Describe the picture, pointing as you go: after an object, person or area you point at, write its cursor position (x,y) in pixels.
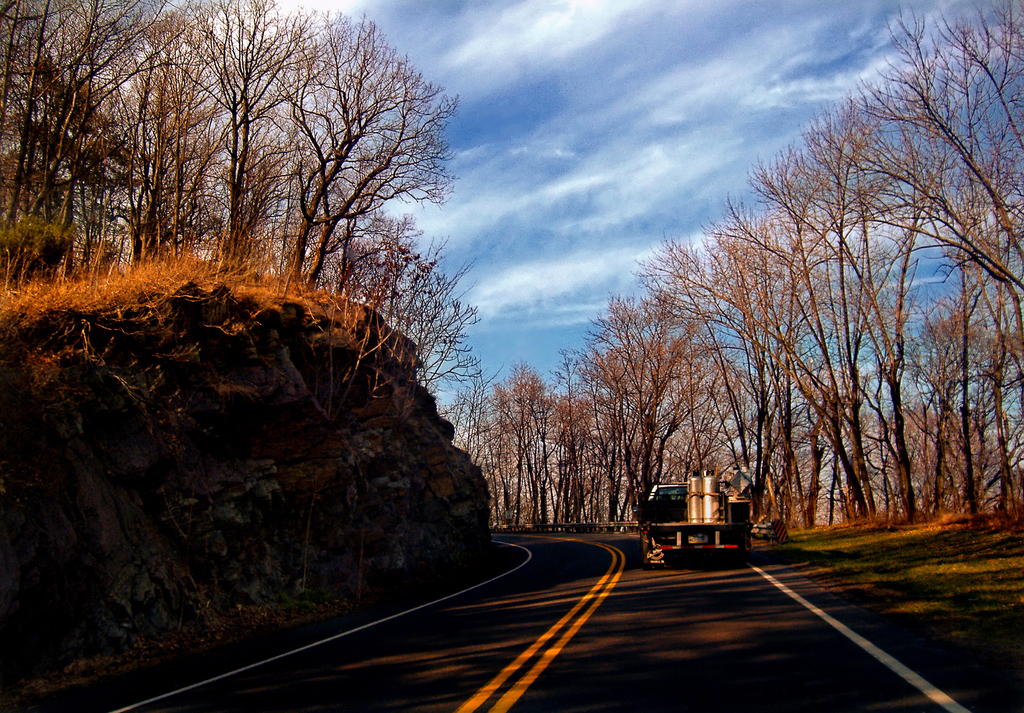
This is the road (672,651), a vehicle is moving on this and there are trees (864,381) on either side of this road (698,623). At the top (580,146) it's a sunny sky (632,133).
